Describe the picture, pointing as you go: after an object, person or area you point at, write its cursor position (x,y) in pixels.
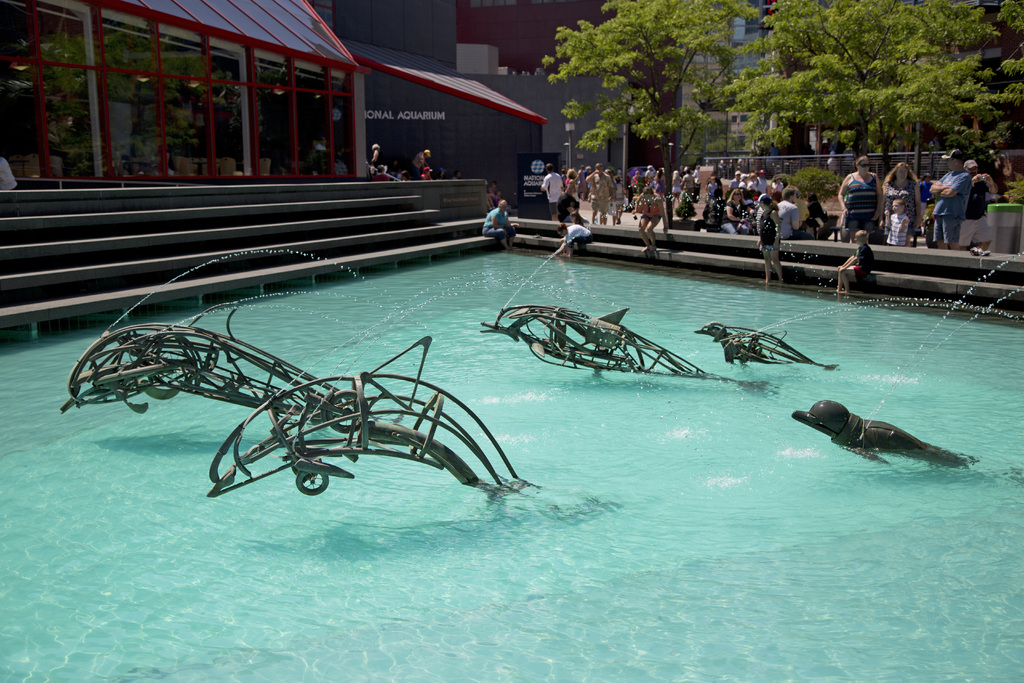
This image consists of pool (365,544) in the middle (664,454). There are some persons (612,210) in the middle (512,233). There are trees (868,90) at the top (674,98).
